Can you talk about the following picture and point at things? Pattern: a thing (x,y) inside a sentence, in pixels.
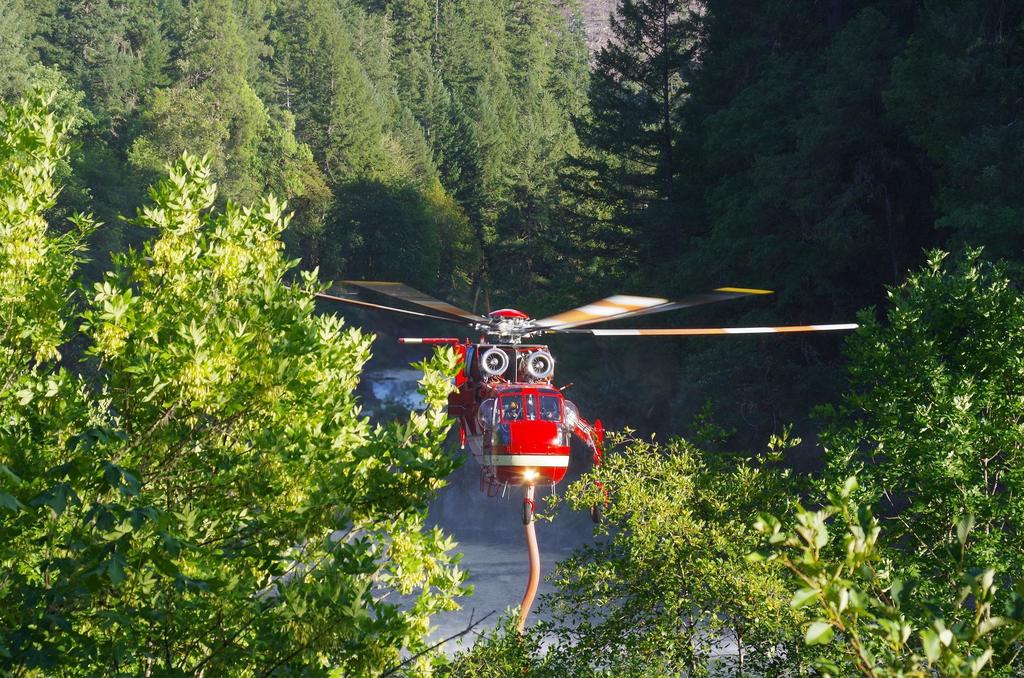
In this image we can see a red color helicopter (484,407) in the air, around it trees (721,174) are present. In the middle of the tree (705,165) water (476,559) is there.
